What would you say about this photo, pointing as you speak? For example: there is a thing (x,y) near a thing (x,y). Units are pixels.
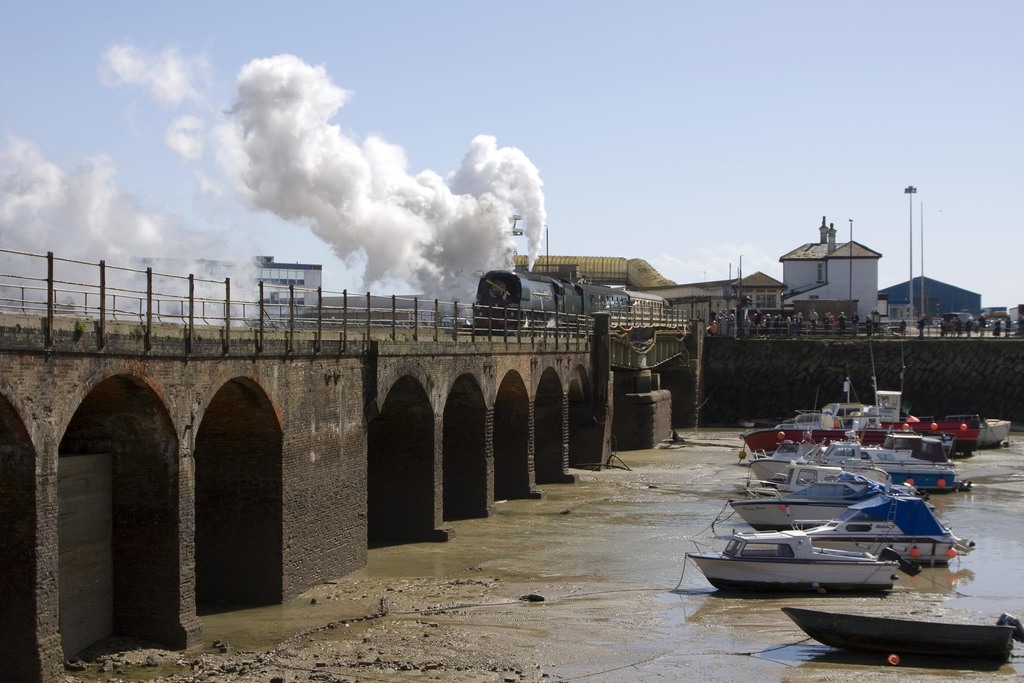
In this image few boats (848,553) are in water (733,519). There is a bridge (415,363) having a train (539,323) on it. Beside the train (554,306) there is a fence (474,319). Few people (728,325) are behind the fence (674,320). There are few buildings (797,288). Top of image (654,102) there is sky (724,102).
